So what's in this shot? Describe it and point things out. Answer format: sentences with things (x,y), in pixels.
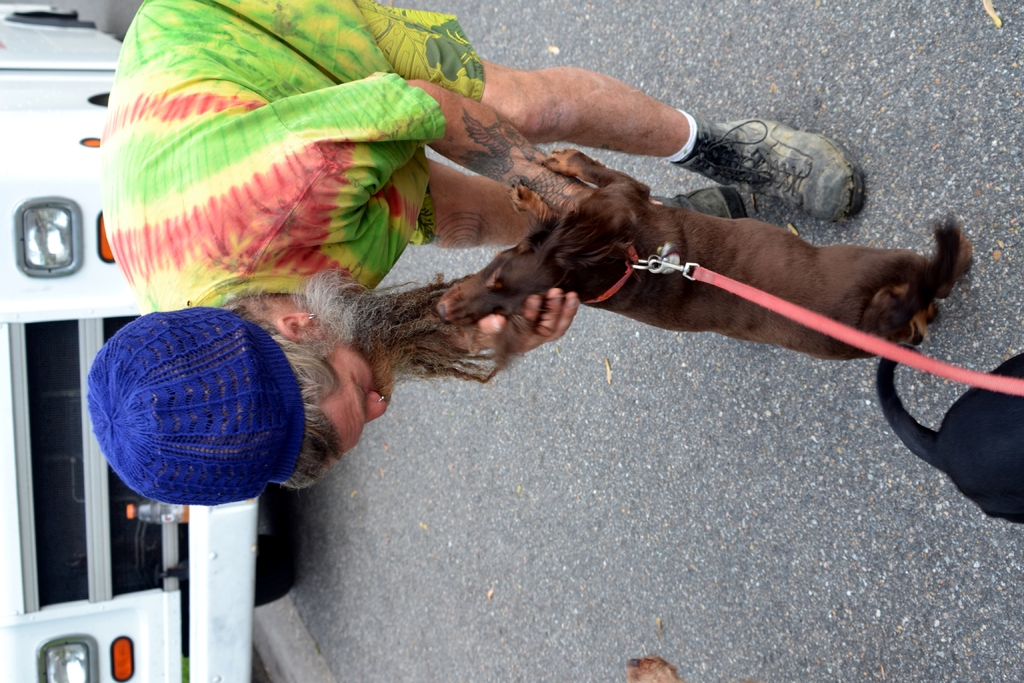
In this image we can see a person (213,210) wearing cap (198,413) is holding a dog (543,286). And the dog (638,281) is wearing a belt (712,285). On the right side (923,422) there is another dog (909,440). On the left side (38,286) there is a vehicle (18,323). Near to the vehicle (168,561) there is a bottle (160,518).
